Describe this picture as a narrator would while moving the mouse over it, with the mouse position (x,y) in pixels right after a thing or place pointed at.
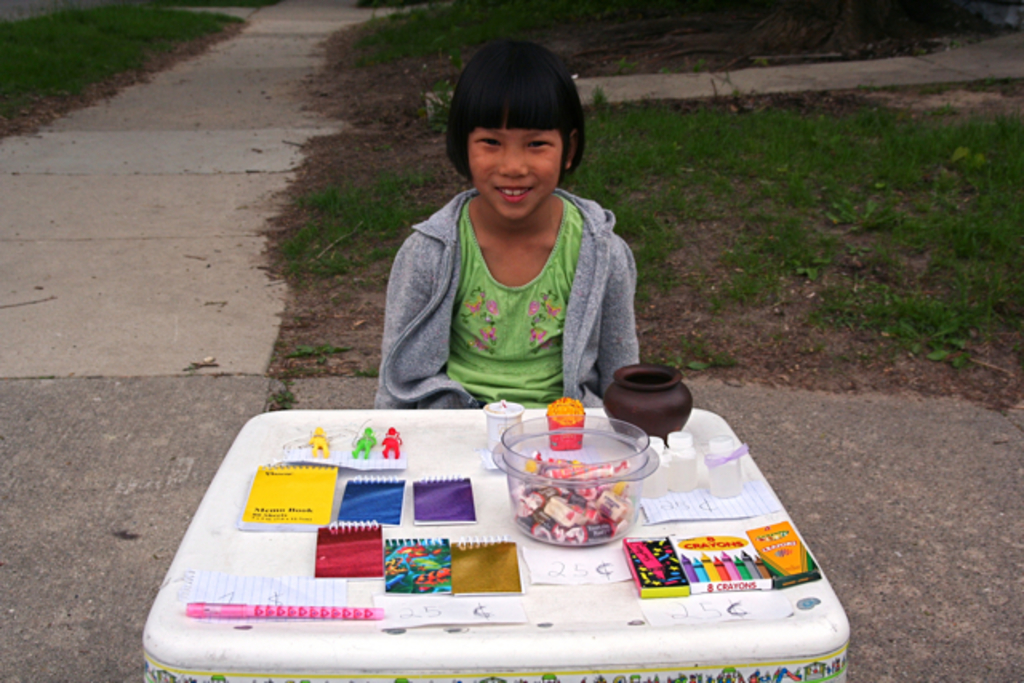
In this image there is a person (452,229) wearing a smile on her face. In front of her there is a table (384,658). On top of it there are chocolates (592,515) in a tub (598,463). There is a pot (659,396). There are books (427,564). There is a pen (307,615) and a few other objects (434,607). On the left side of the image (181,242) there is a road (155,270). In the background of the image (379,36) there is grass (778,200) on the surface (781,170).
